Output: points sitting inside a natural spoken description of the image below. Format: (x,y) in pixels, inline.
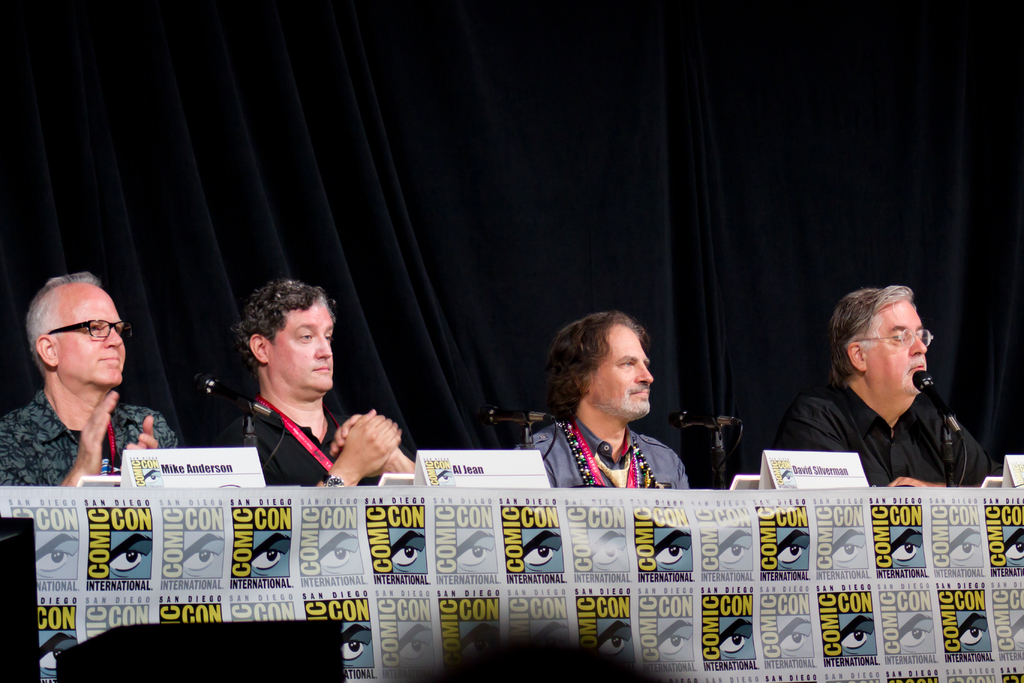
In the picture we can see group of people (361,416) sitting on chairs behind table (398,592) on which we can see some name boards (819,475), microphones (956,484) and in the background (243,188) there is black color sheet (403,162).
